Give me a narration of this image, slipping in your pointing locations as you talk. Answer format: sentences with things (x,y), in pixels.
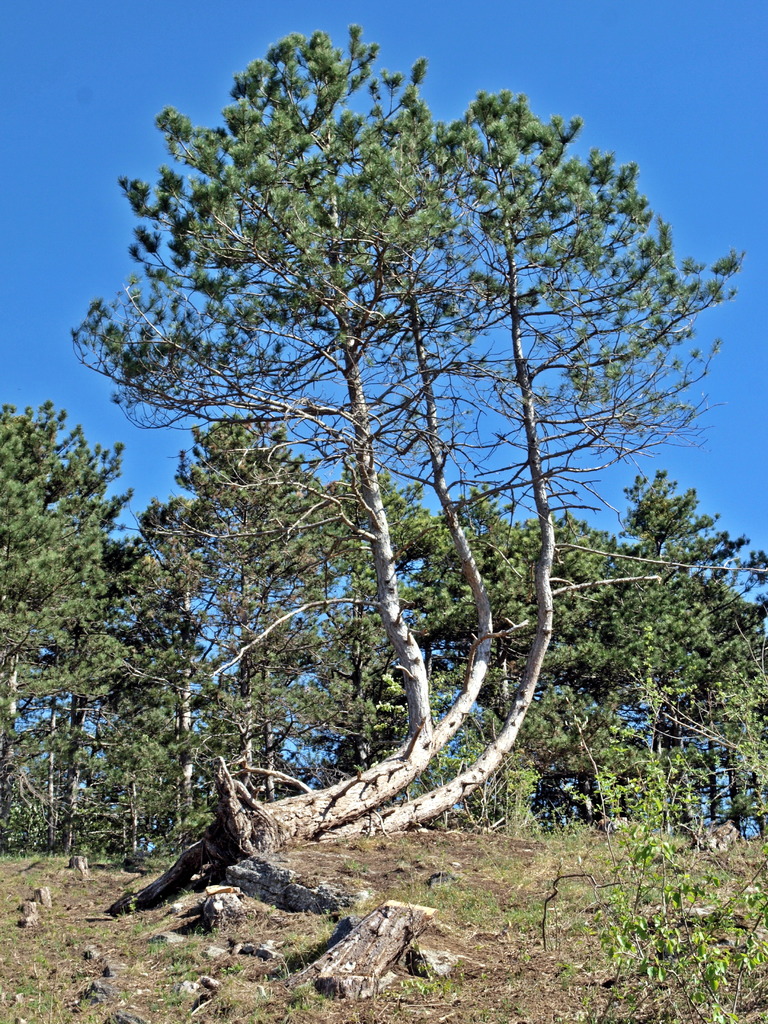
In this image I can see a tree (508,744) which is green and cream in color on the ground (402,834) and in the background (225,671) I can see few trees (458,593) and the blue colored sky (553,98).
